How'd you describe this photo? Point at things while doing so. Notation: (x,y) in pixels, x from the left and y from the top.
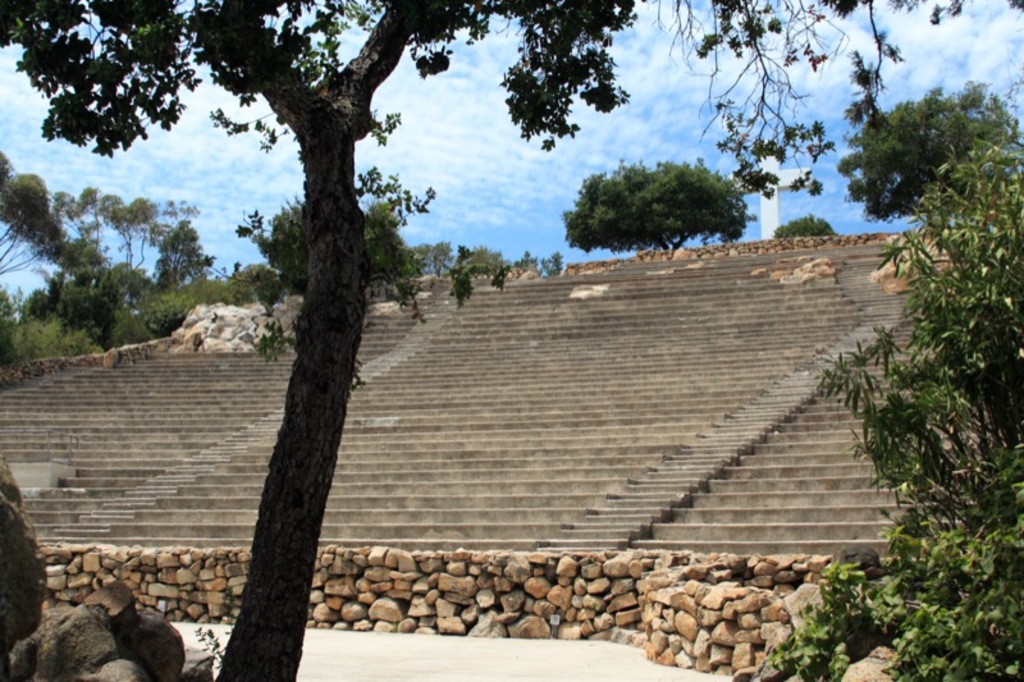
In this image I can see the trees (257,628), rocks (362,574) and the stairs (364,431). In the background (767,205) I can see many trees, cross symbol (763,218), clouds (443,76) and the sky (172,177).
